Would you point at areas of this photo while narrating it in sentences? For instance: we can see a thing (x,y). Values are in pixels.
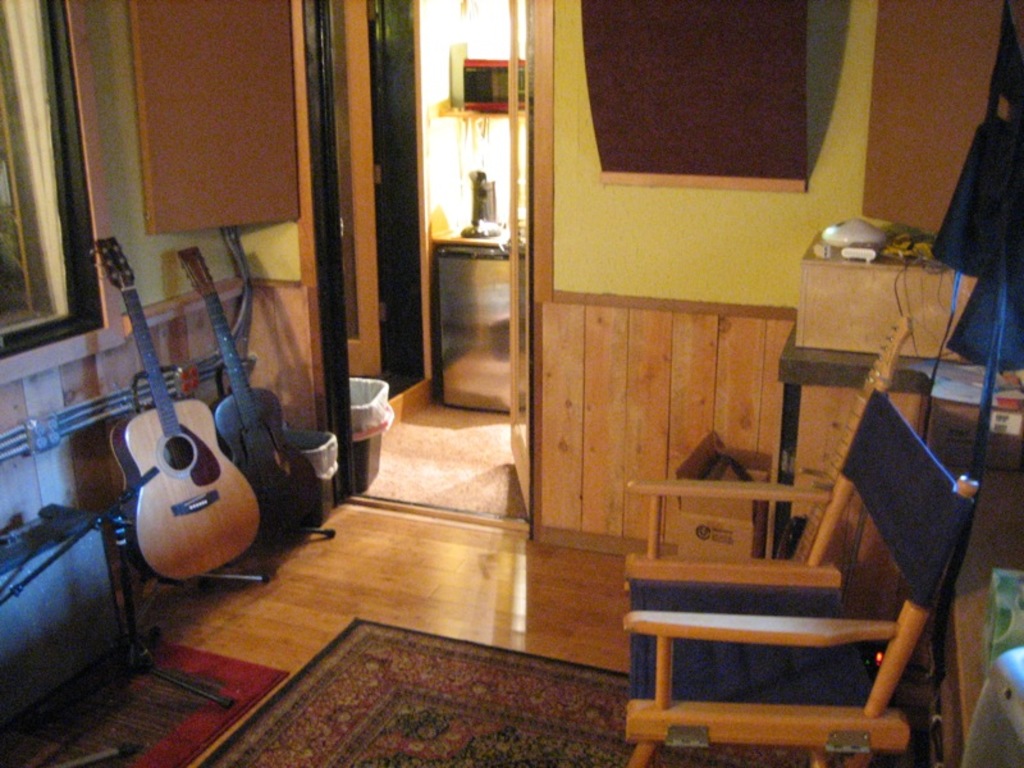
In the image there are two guitars (177,532) at left corner (214,423), it seems to be of a room (929,206) and there is a chair (896,526) at right corner (751,760) and carpet (464,704) on floor (617,628). There is an entrance exit door (524,286) in the middle of the room (541,507).
